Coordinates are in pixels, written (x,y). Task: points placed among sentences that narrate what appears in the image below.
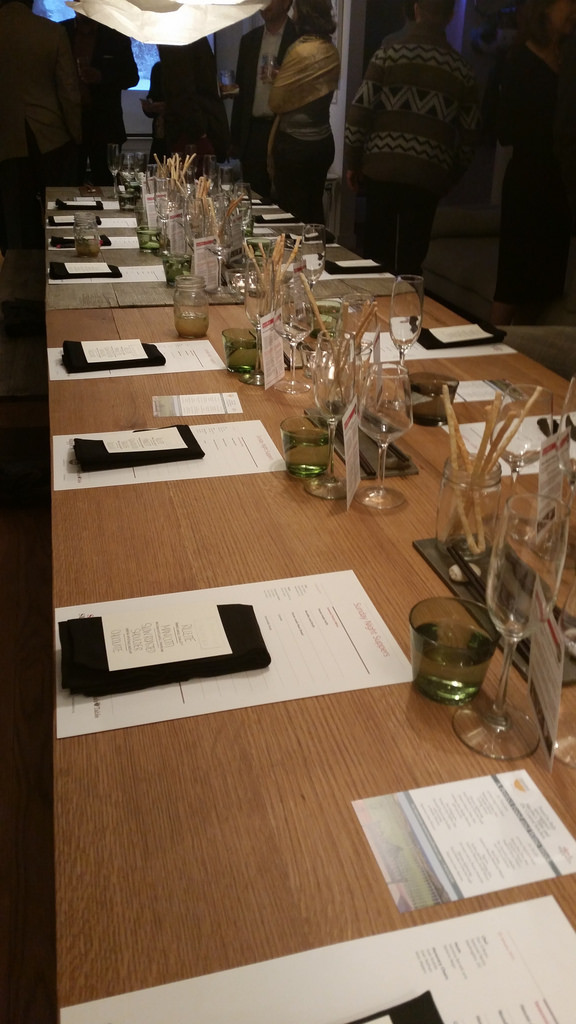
In this image there are group of people (289,88) standing in the background (410,100) and in the front (248,544) there is a table (216,554) with a glasses (222,247) on the table (357,502) and paper (167,626) which is kept on the table (442,591).
